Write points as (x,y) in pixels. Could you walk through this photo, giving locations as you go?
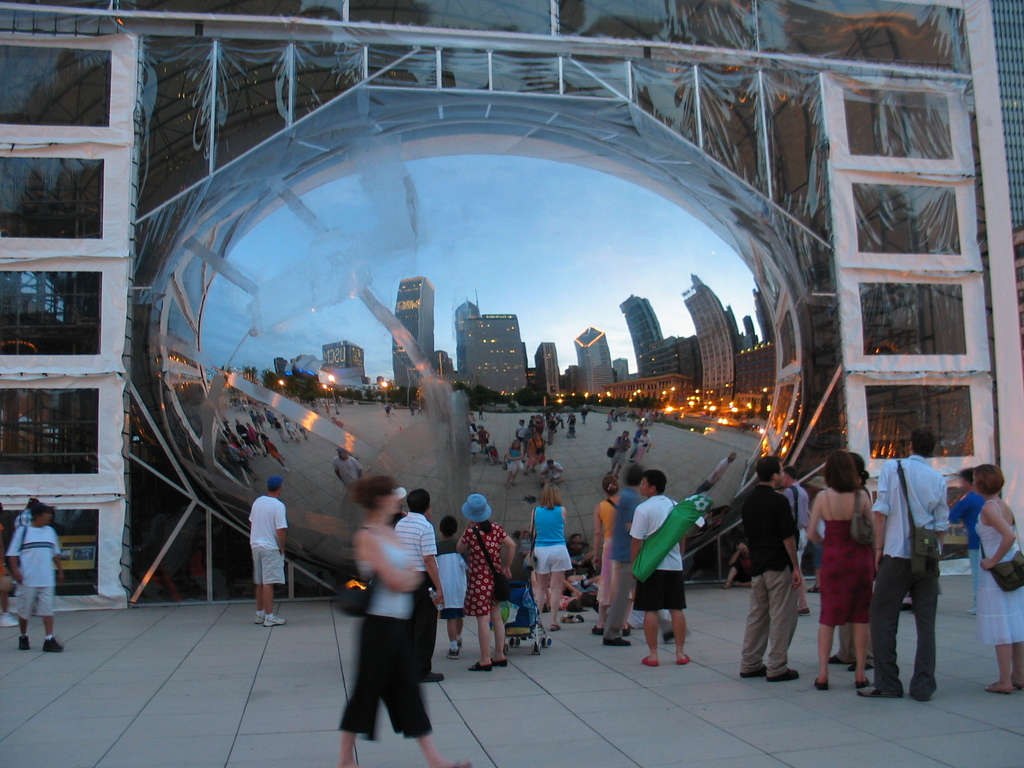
This picture describes about group of people (412,564), few are standing and few are walking, and we can see few people (845,536) wore bags (1009,579), in the background (727,403) we can find few buildings (641,339) and lights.
